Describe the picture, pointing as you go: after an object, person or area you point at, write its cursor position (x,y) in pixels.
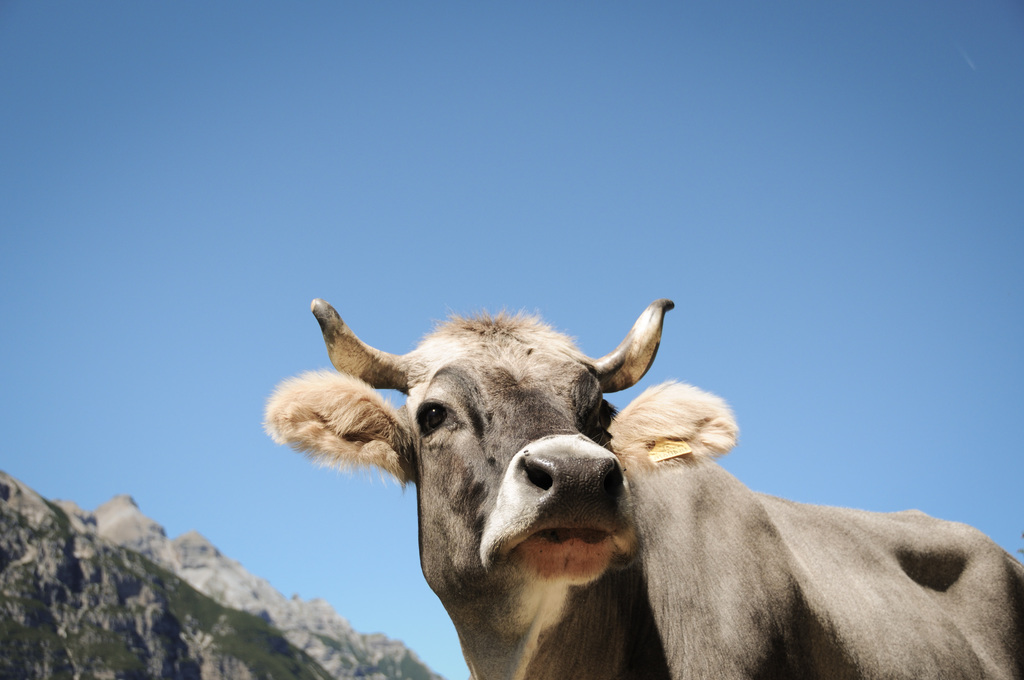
In this picture we can see a clear blue sky (420,239) and on the left side of the picture (275,624) we can see the hills (274,625). This picture is mainly highlighted with an animal (726,618).
